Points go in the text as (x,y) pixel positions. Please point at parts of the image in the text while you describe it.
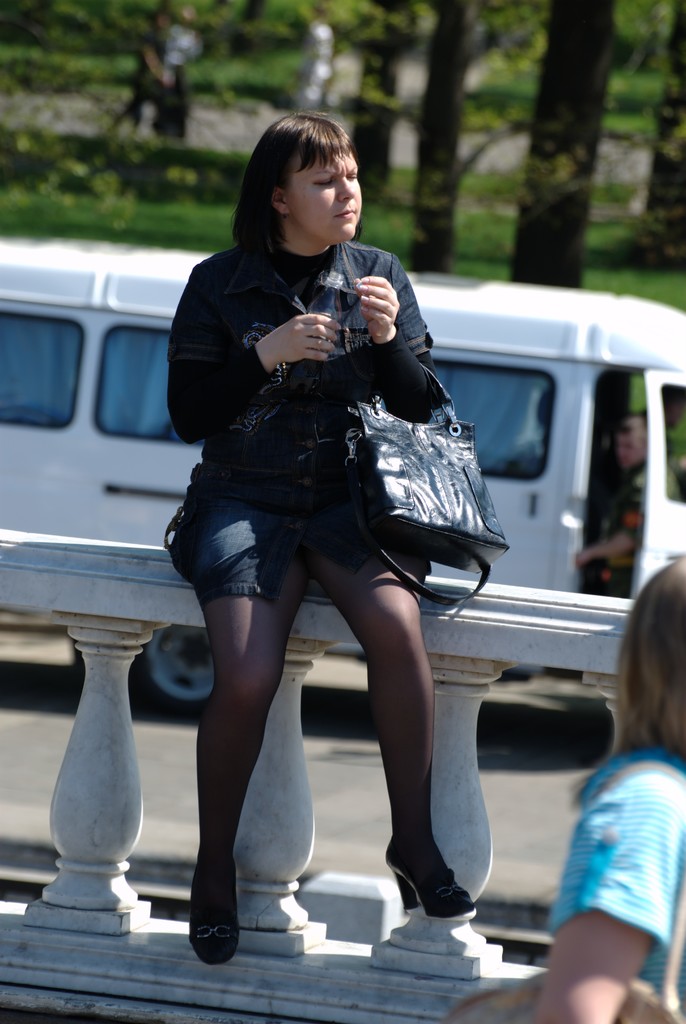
In the center of the image (295,523) there is a lady (320,523) sitting on the railing (312,603). To the right side of the image (578,850) there is a woman (606,1003). In the background of the image (524,65) there are trees (440,247). There is a van (657,323) on the road (349,766).
